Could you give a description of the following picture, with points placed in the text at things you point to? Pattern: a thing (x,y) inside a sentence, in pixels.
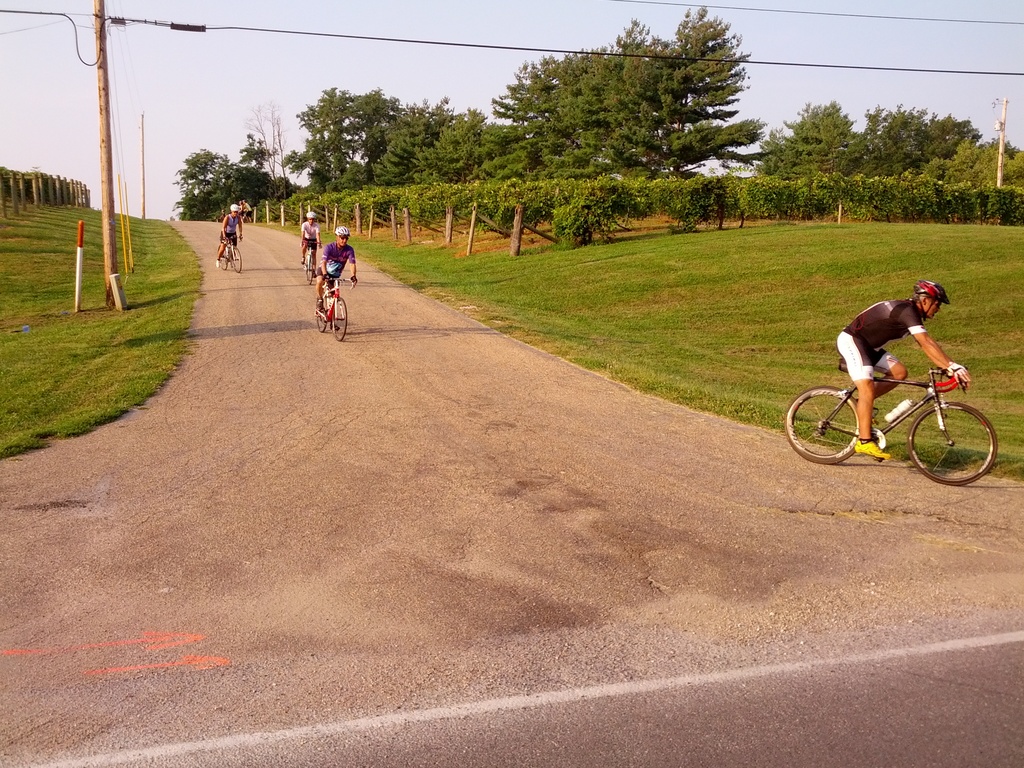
Here we can see some persons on the bicycles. This is road (410,491). There are plants (697,209) and this is grass (779,245). Here we can see some trees (573,122) and this is sky (876,61). And there is a pole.
